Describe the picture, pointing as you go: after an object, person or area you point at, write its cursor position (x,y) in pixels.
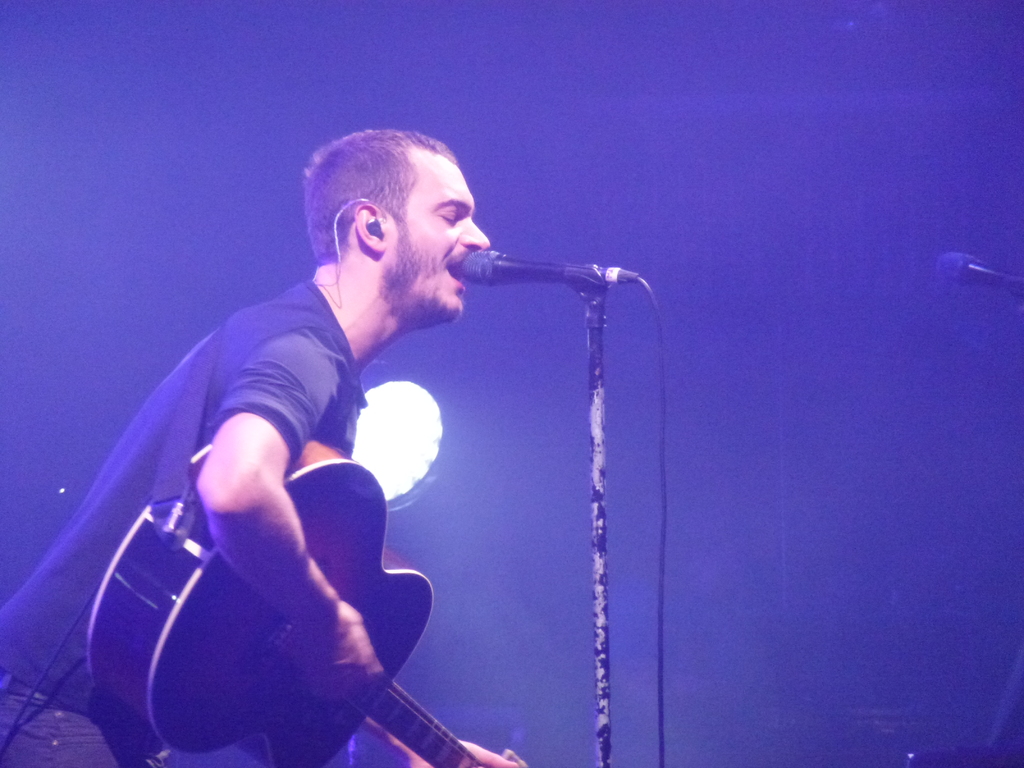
This person (220,366) is holding a guitar (235,581) and singing in-front of a mic (603,279).
